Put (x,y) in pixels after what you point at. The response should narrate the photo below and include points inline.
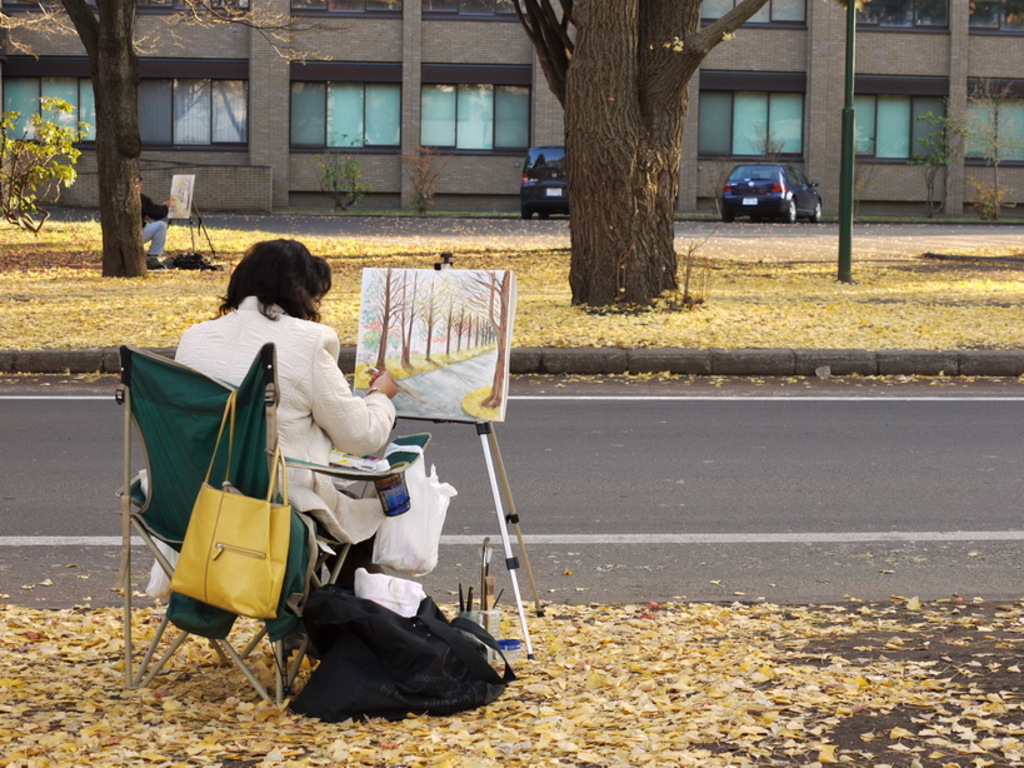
In the center of the image (365,429) there is a lady (360,447) sitting on chair (390,459) and painting. There is a road (752,435). There are dry leaves (327,733) at the bottom of the image (619,734). In the background of the image (840,93) there are trees (668,158), buildings (462,169) and cars (776,166).
